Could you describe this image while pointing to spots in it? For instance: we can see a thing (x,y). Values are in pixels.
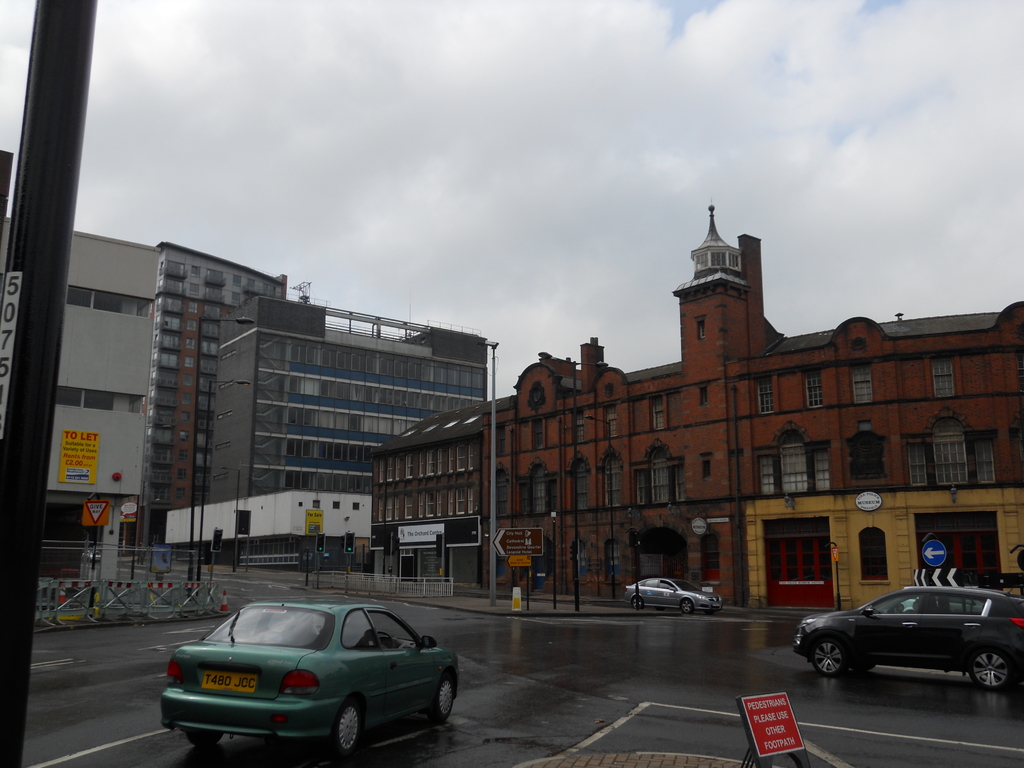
In this picture we can see cars (918,634) on the road (699,619) and board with stand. On the left side of the image (23,590) we can see pole (37,359). In the background of the image (766,536) we can see buildings (208,478), poles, boards (423,535), traffic cone (62,591), lights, fence (175,598) and sky (514,224) with clouds (521,236).
